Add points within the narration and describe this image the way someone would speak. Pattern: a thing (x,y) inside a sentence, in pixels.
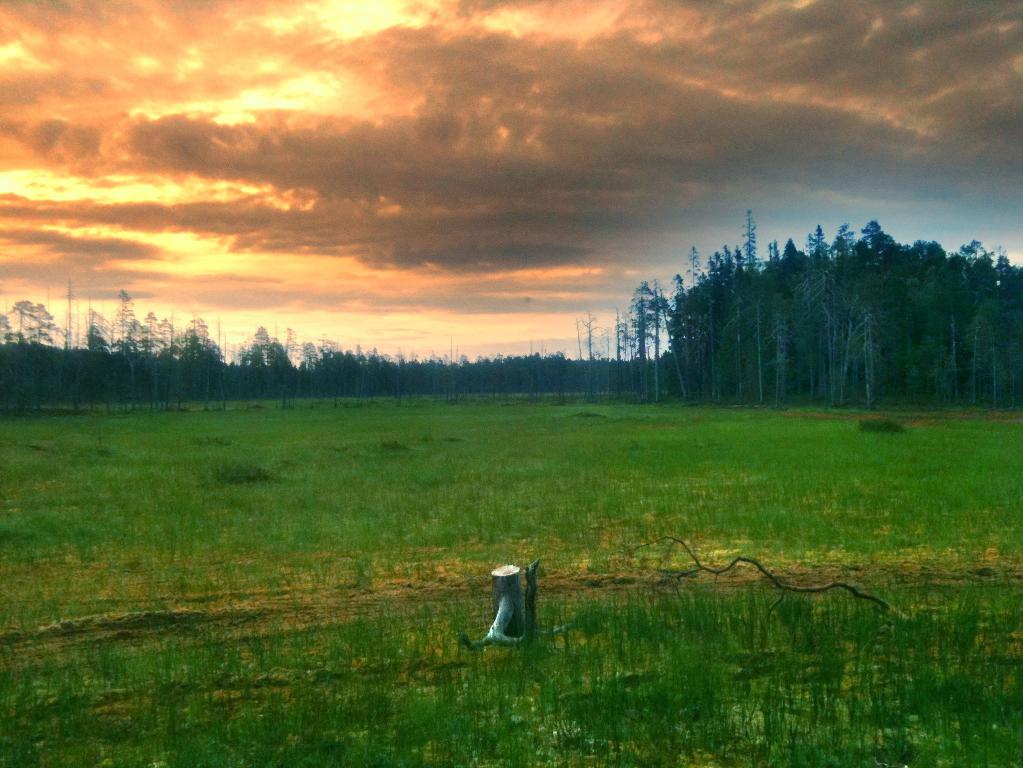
In this picture we can see the sky (379,204) and it seems like a cloudy day. We can see trees (963,363) and green grass (906,448). We can see a branch (713,573) and an object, it seems like a tree stump (512,610) at the bottom (512,610).
